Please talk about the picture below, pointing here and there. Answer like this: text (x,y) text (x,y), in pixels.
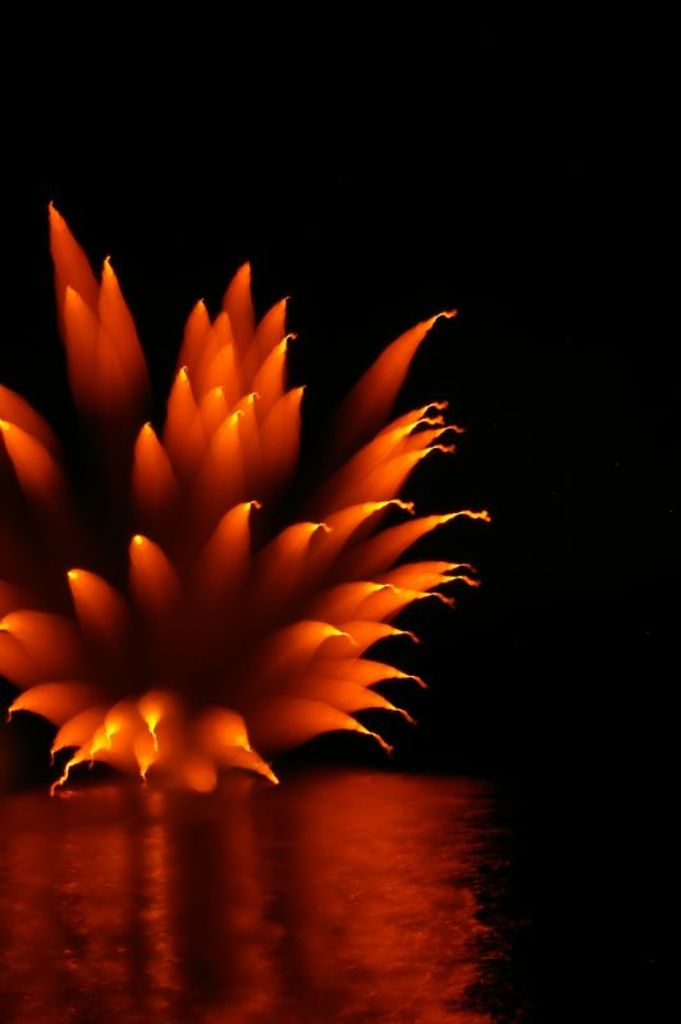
It seems like a flower (195,454) in the foreground of the image (205,447). The background (551,290) is dark. It seems like water (391,965) at the bottom of the image (509,943).
